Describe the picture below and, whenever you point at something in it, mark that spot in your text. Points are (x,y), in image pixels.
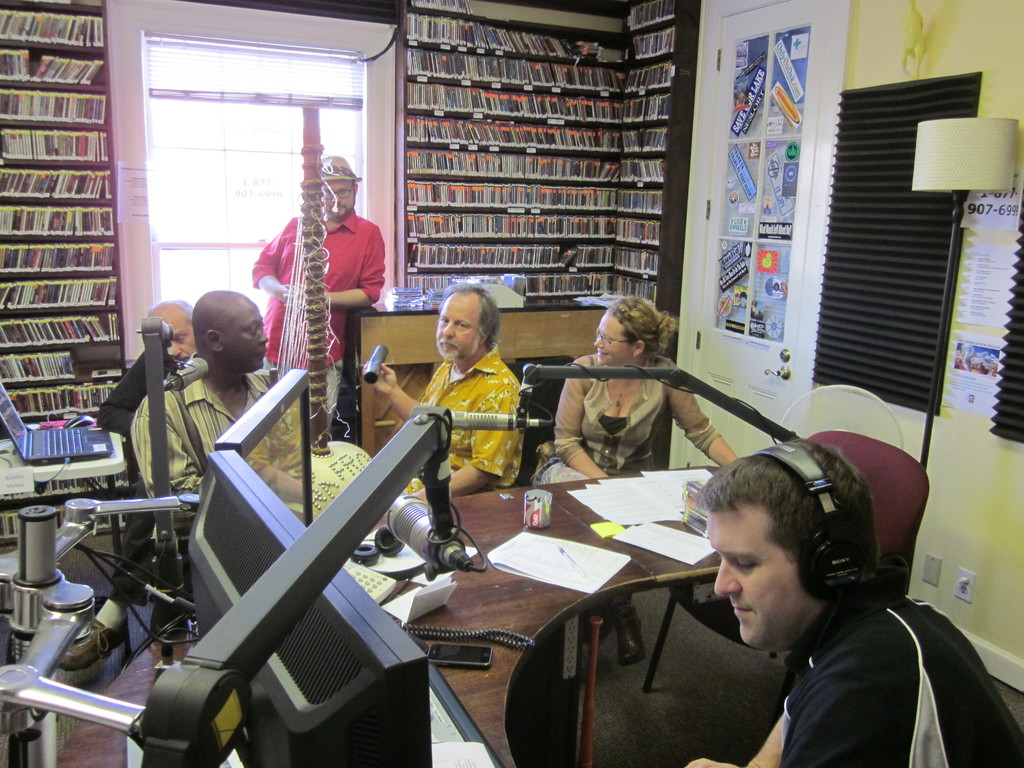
In this image, we can see persons (491,400) wearing clothes (502,411). There is a table (501,600) at the bottom of the image (489,596) contains papers (640,544), phone (475,661) and monitor (397,670). There is a microphone arm (191,721) in the bottom left of the image (46,661). There is another table (421,348) in front of the window (256,130). There is a door (724,211) in the middle of the image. There are racks (443,146) contains some objects (93,185). There is a lamp (946,324) and acoustic foam (883,285) on the right side of the image (907,261). There is a laptop (72,438) on the left side of the image (72,433).
